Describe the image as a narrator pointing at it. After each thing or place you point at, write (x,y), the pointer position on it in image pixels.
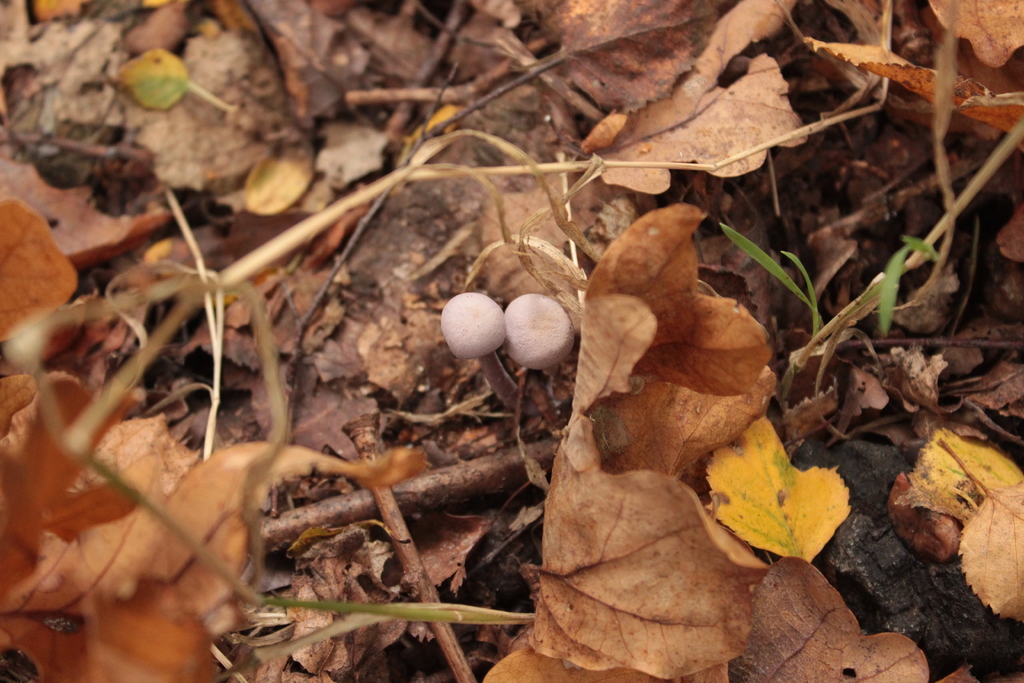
In this picture I can see couple of white mushrooms (473,352) on the ground (223,213) and I can see few leaves (594,130).
